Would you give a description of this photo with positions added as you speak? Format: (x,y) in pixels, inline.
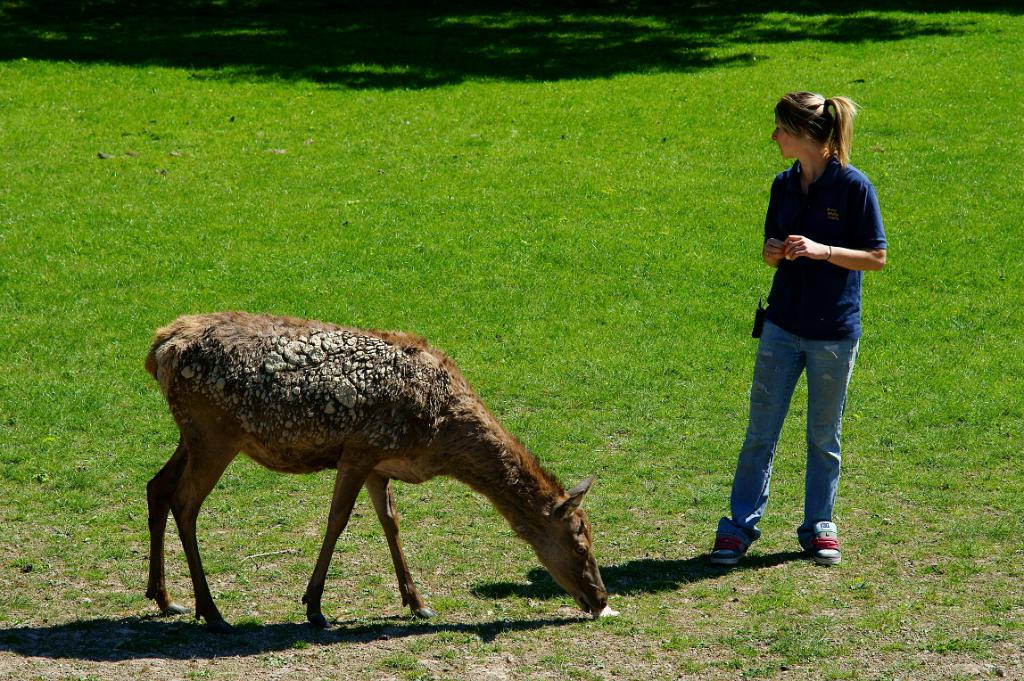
In this image, we can see an animal (401,428). There is a person (782,234) on the right side of the image (814,264) standing and wearing clothes (816,273). There is a grass (608,155) on the ground (147,218).
